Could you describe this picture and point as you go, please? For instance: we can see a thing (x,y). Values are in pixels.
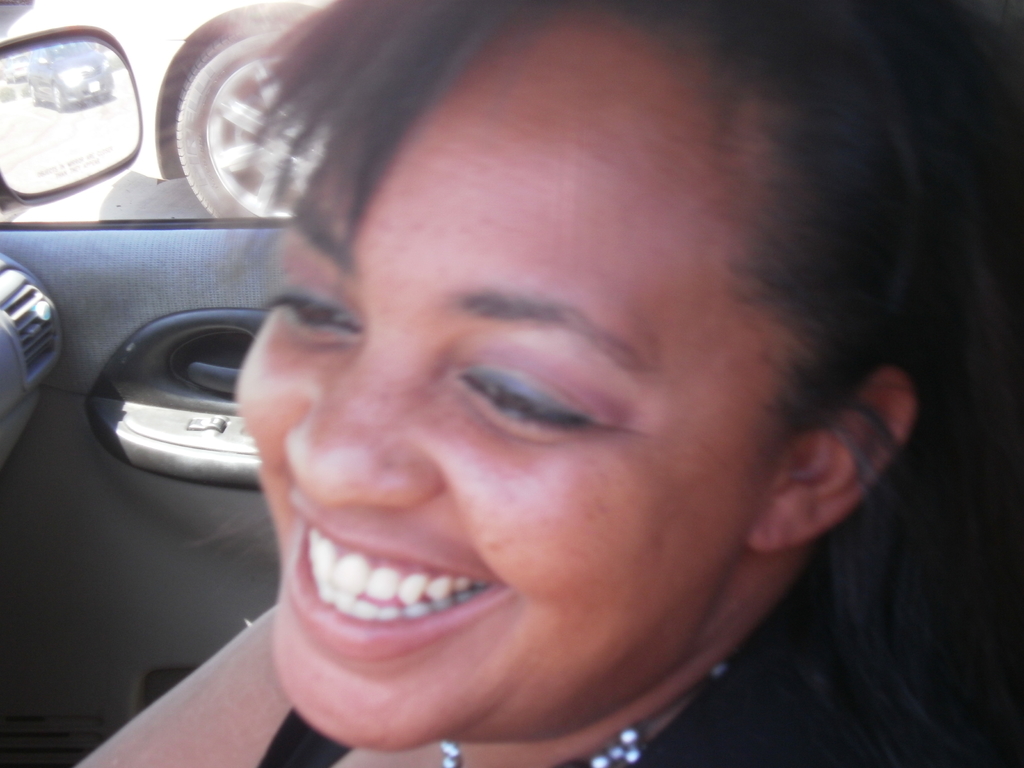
In the picture I can see the face (497,240) of a woman (484,669) and there is a smile on her face (473,694). Looks like she is in the vehicle (245,500). I can see the mirror (131,82) and the wheel (253,48) of a vehicle (184,50) on the top left side of the picture (199,116).
